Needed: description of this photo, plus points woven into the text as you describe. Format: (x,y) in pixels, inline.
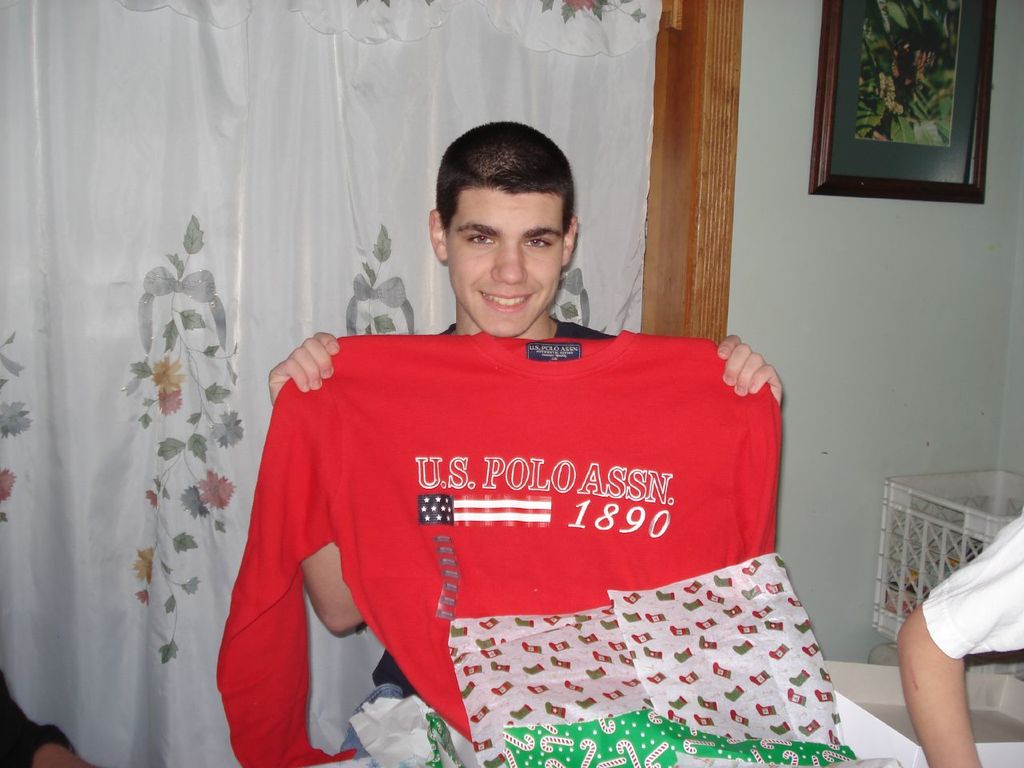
The picture is taken in a room (489,565). In the center of the picture (484,338) there is a man (530,327) holding a t-shirt (624,518). On the right (939,589) there is a person's hand (931,690) and a basket (939,478). At the top (827,59) to the right there is a frame (825,126) on the wall (826,215). Behind the man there is a curtain (208,194).
